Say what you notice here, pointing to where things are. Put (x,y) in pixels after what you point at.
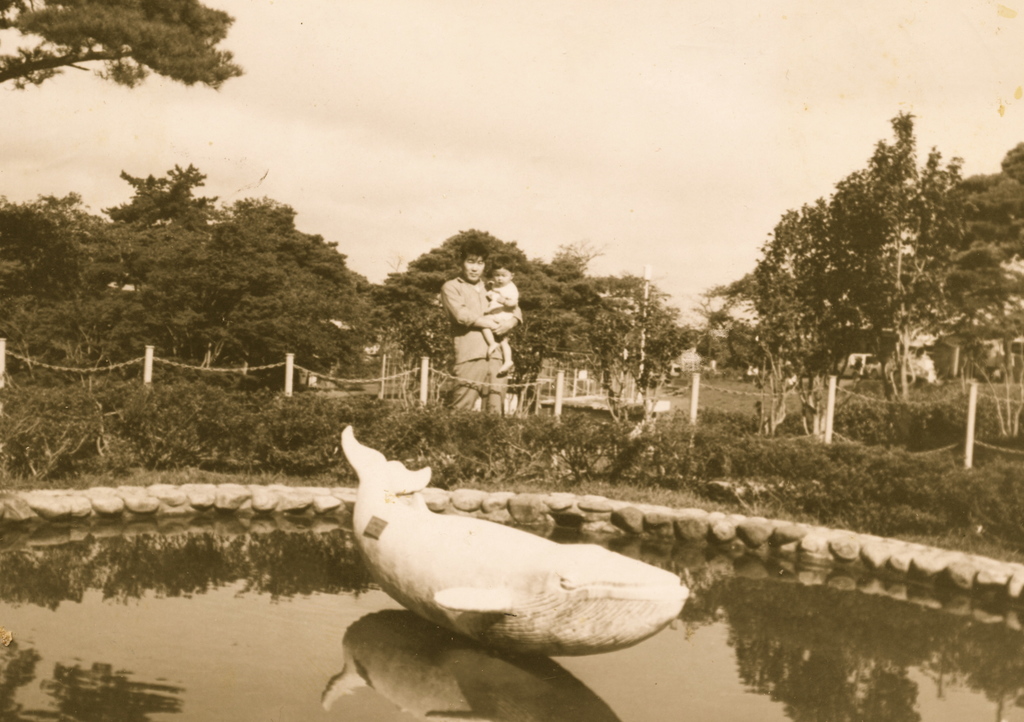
In this image there is the sky (583,117) truncated towards the top of the image (411,133), there are trees (579,317), there are trees (988,308) truncated towards the right of the image (958,235), there are trees (31,318) truncated towards the left of the image (24,261), there are trees (111,49) truncated towards the top of the image (130,37), there is a fencing (131,364) truncated, there are plants (521,460) truncated, there are two persons (480,306), there is a sculpture (433,569) of an animal (440,548), at the bottom of the image (899,699) there is water (384,647) truncated.
